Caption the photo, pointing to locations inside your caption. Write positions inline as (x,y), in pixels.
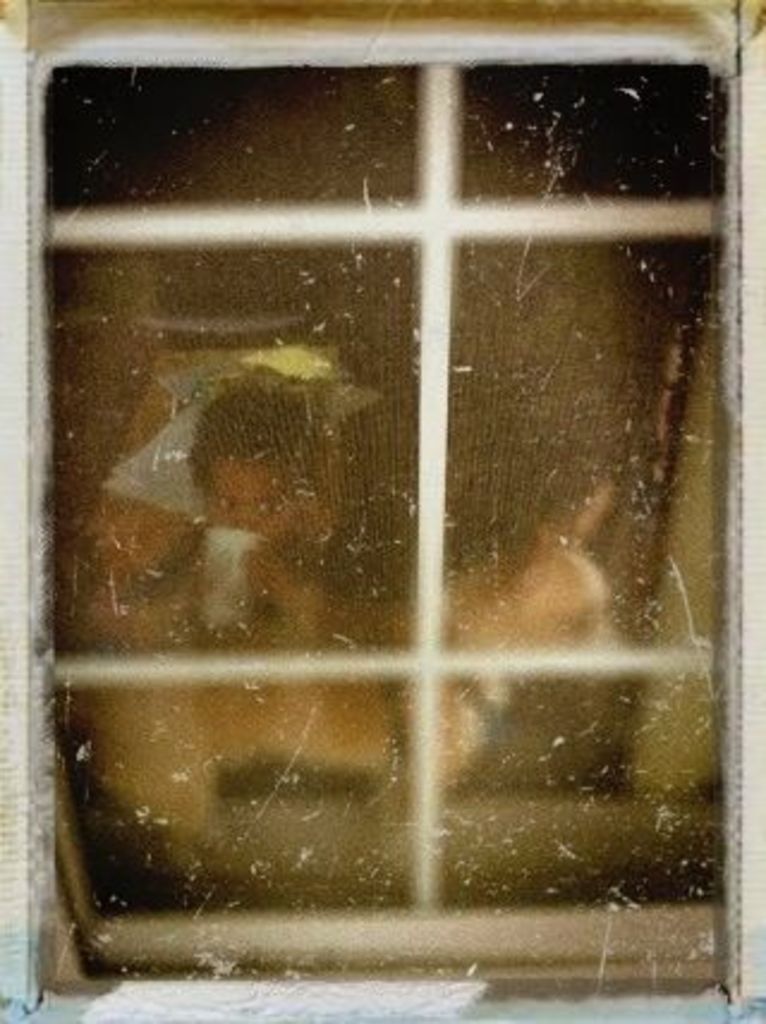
In this image I can see a window (502,794). Background I can see a person (122,558) holding a glass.
